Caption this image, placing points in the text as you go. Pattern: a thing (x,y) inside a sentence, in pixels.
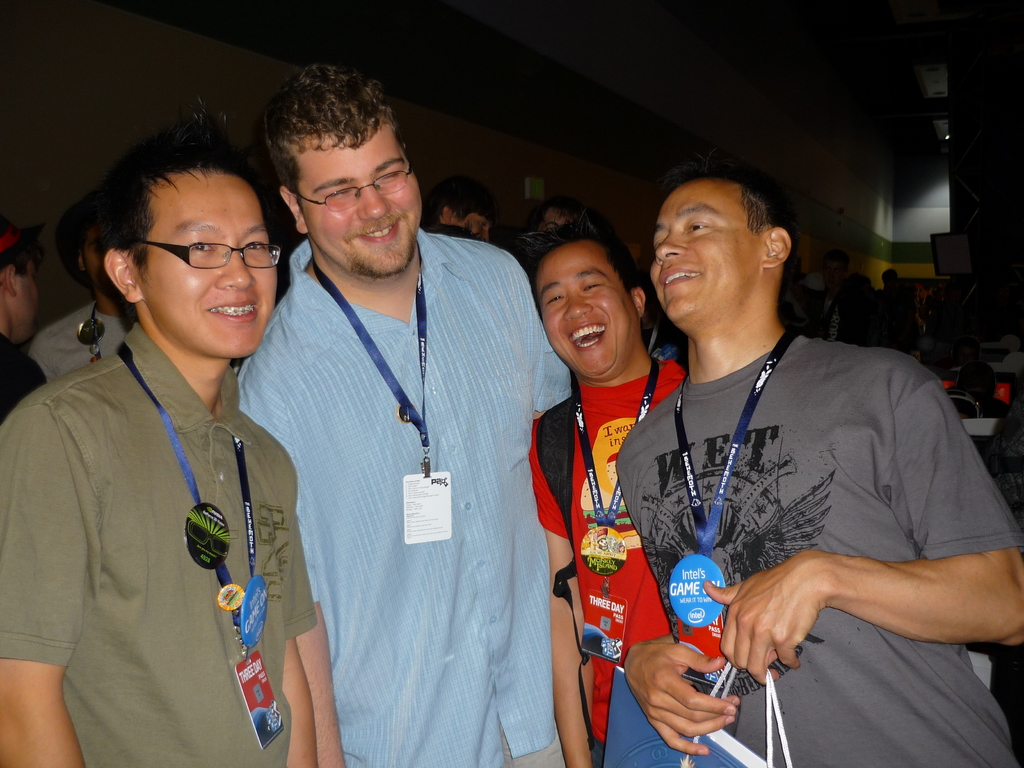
In this image there are group of persons (519,391) standing, there are persons (581,635) truncated towards the bottom of the image (730,649), there is a person (720,503) holding an object (647,735), there is an object (662,747) truncated towards the bottom of the image (654,757), there are persons (42,396) truncated towards the left of the image (30,481), there are persons (975,500) truncated towards the right of the image (953,447), there is the wall (990,191) truncated towards the right of the image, there is the wall (37,72) truncated towards the left of the image (77,117), there is the wall (170,35) truncated towards the top of the image (363,48), there is the roof (863,32) truncated towards the top of the image (895,31), there are objects (950,261) on the wall (871,243).
